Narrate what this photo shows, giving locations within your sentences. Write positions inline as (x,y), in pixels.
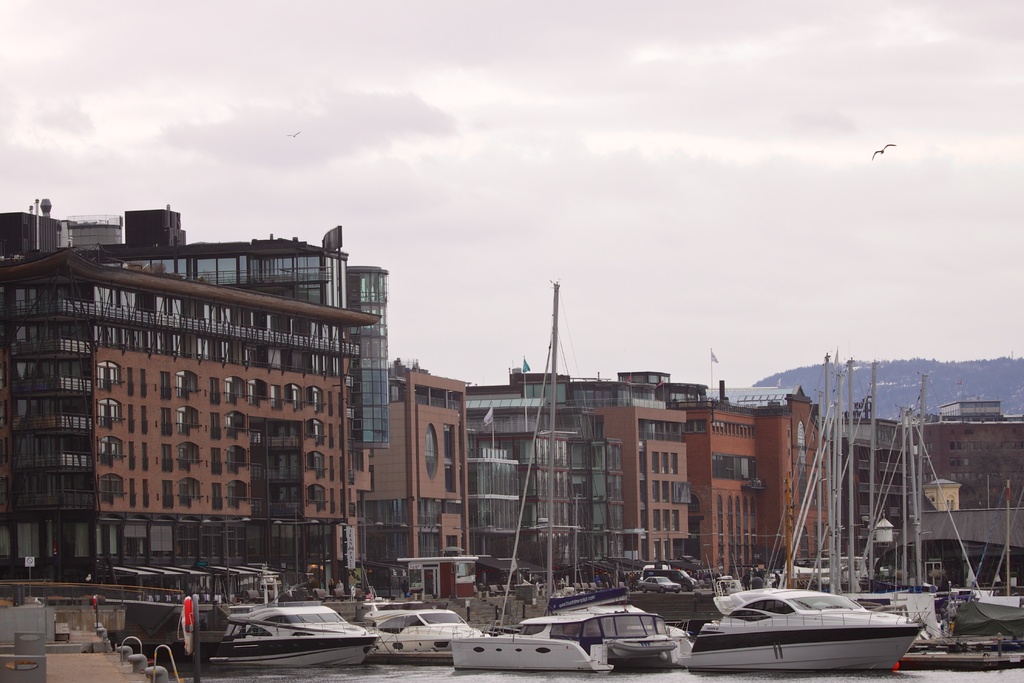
At the bottom of the image (595,620) I can see few boats (485,636) on the water (433,673). On the left side (85,659) there is a platform (83,646). In the background (459,461) there are many buildings (658,467). At the top of the image (526,135) I can see the sky (440,113) and also I can see two birds (877,151) are flying in the air (706,156).
